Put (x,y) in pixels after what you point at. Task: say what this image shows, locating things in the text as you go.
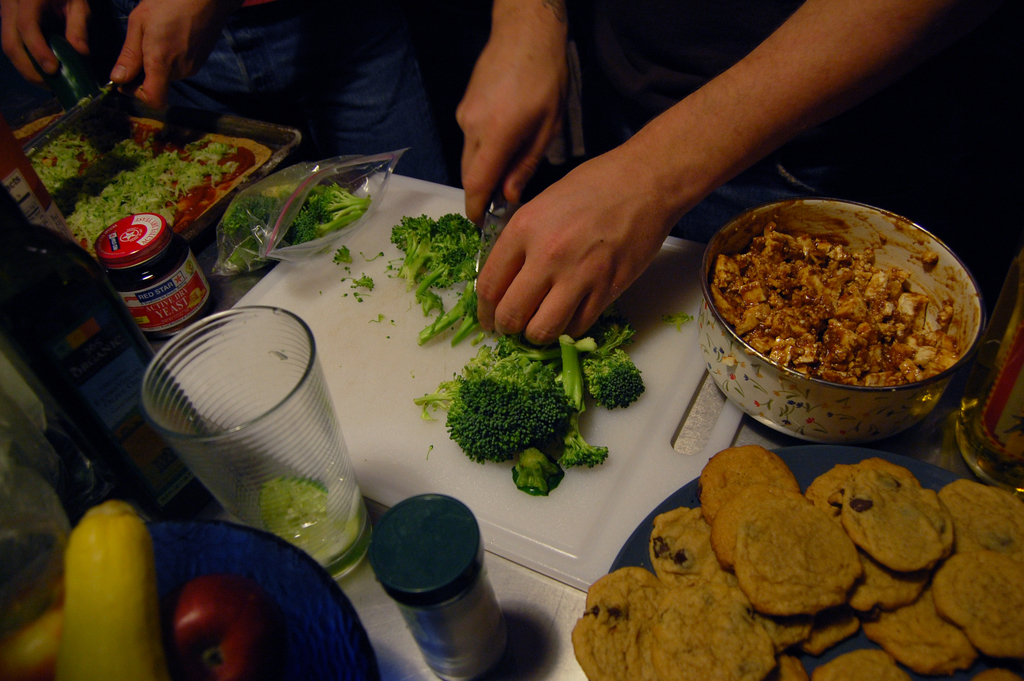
At the bottom of the image (804,599) there is a table (93,237), on the table (93,237) there are some glasses (175,354) and plates (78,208) and food (79,212) and bottles (1013,448) and fruits (37,642) and bowls (770,318) and cutting mat (414,447). Behind the table (254,274) few persons (297,117) are standing and holding knives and cutting vegetables (68,72).
